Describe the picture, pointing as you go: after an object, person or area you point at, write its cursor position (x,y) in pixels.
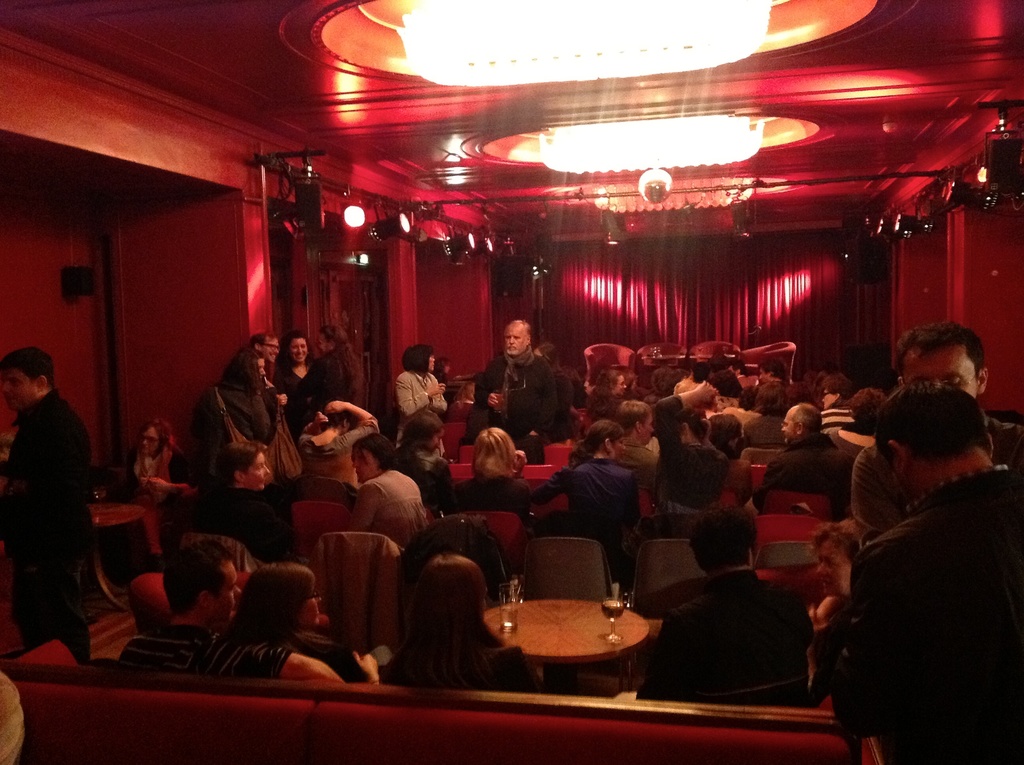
Some people (800,441) are sitting in chairs (748,447). Few people (242,384) are standing beside. There are lights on to the roof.
